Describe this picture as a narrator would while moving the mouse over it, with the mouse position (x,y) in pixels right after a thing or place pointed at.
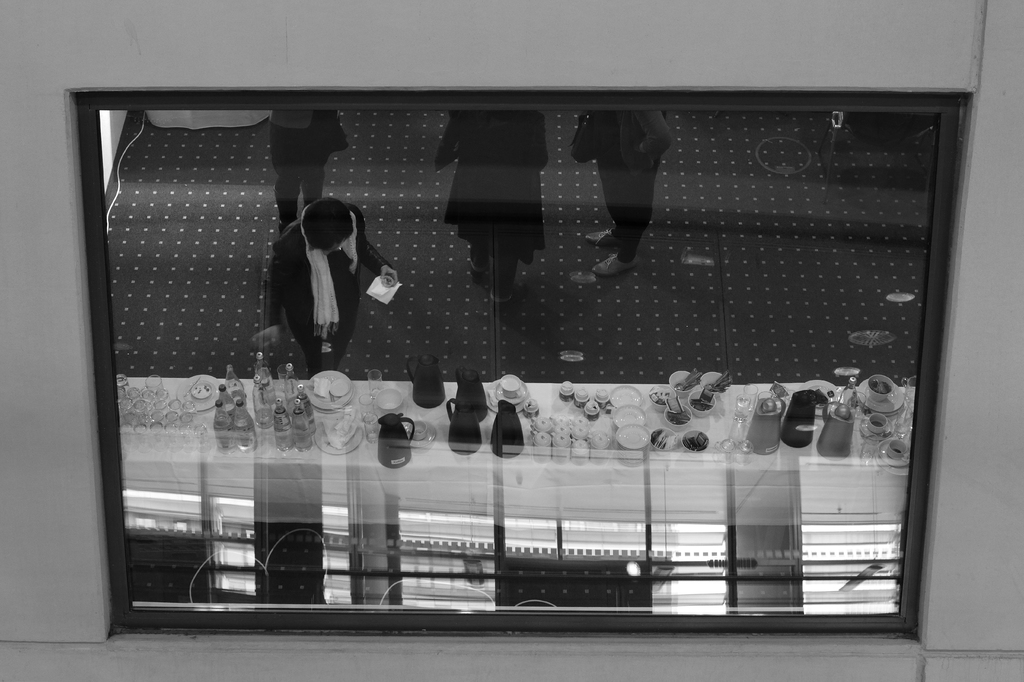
This is a black and white image and here we can see a glass window (466,403) and through the glass (363,314), we can see people (347,278) and one of them is wearing a scarf (319,270) and holding an object (381,294) and there are jars (408,419), bottles (268,403), cups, plates (881,407) and some other objects (374,424) on the table (524,436) and we can see some doors (710,537) and there is a floor (750,239). In the foreground (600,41), there is a wall (988,340).
